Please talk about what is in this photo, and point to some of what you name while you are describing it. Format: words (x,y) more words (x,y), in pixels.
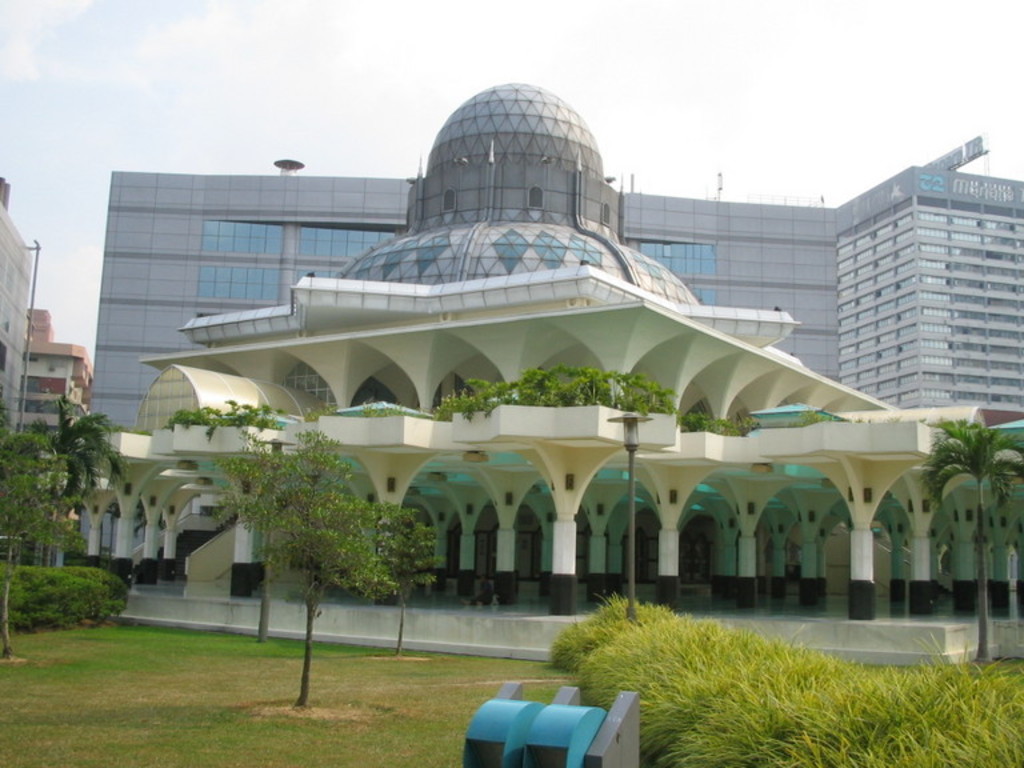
In this picture we can observe a building (532,138). There is a dome (496,117) on the top of the building (527,126). We can observe some plants (680,639) and trees (288,504). In the background (256,127) there is a sky (446,79).
